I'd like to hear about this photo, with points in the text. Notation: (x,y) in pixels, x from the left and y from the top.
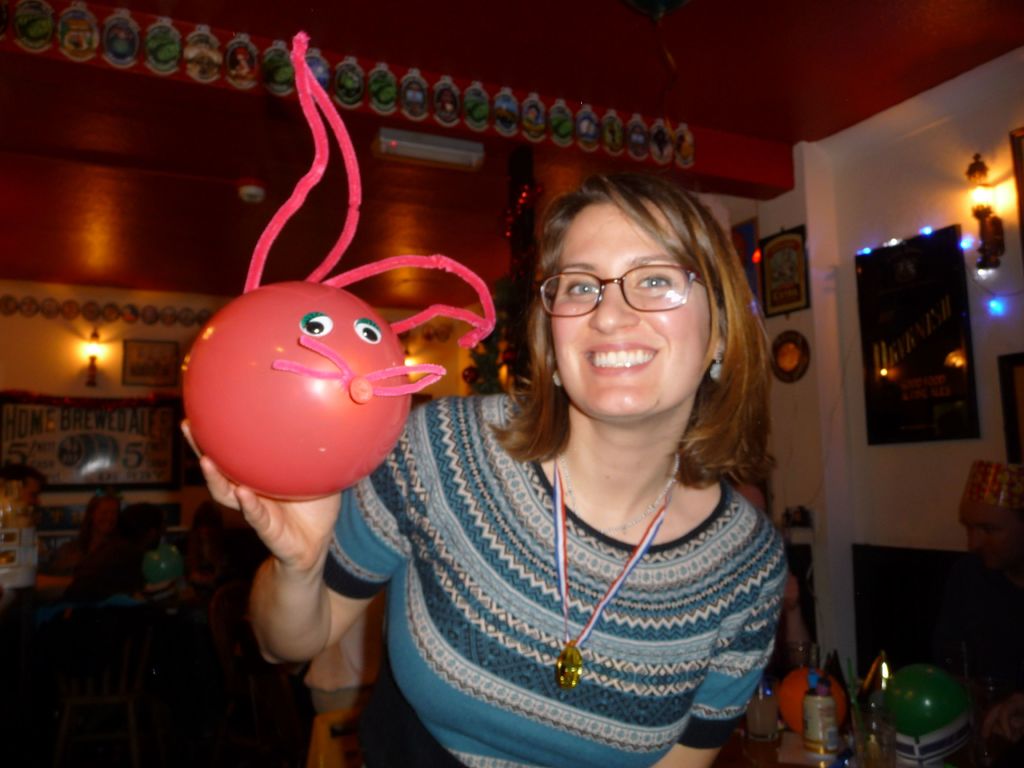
In this picture we can see a woman (478,594) is holding an item (341,446) and behind the woman (564,496) there are some items (812,667) and a wall (830,364) with decorative items (808,303).
